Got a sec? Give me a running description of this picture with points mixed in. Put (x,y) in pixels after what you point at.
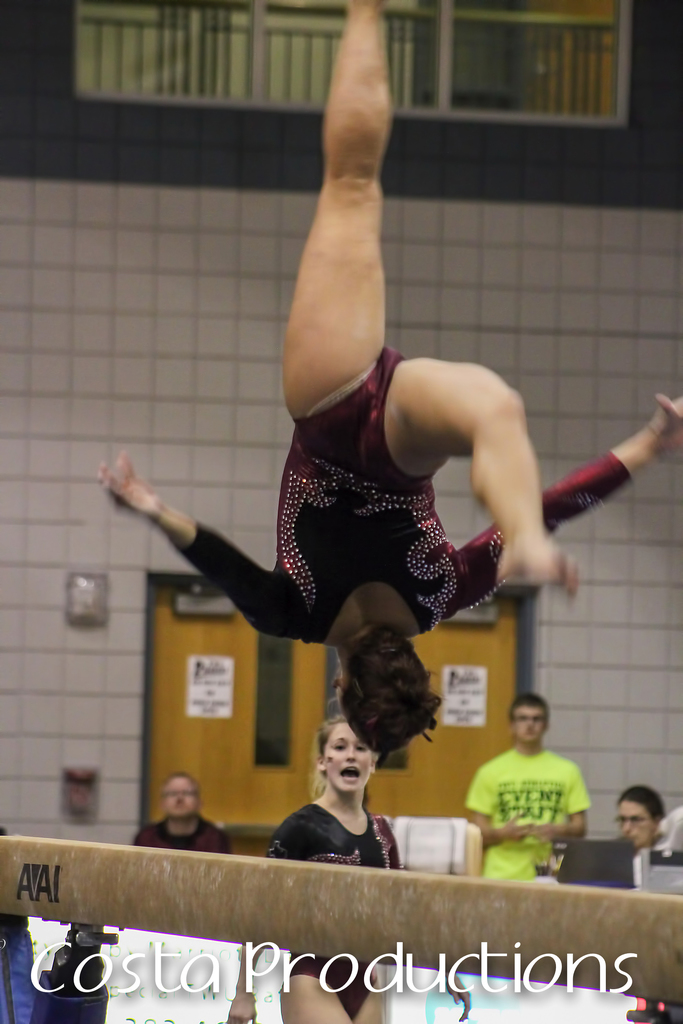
In the center of the image (299,371) there is a woman (368,38) flipping in air. In the background of the image (166,246) there is a wall (187,289). There are people (472,789) in the image.
